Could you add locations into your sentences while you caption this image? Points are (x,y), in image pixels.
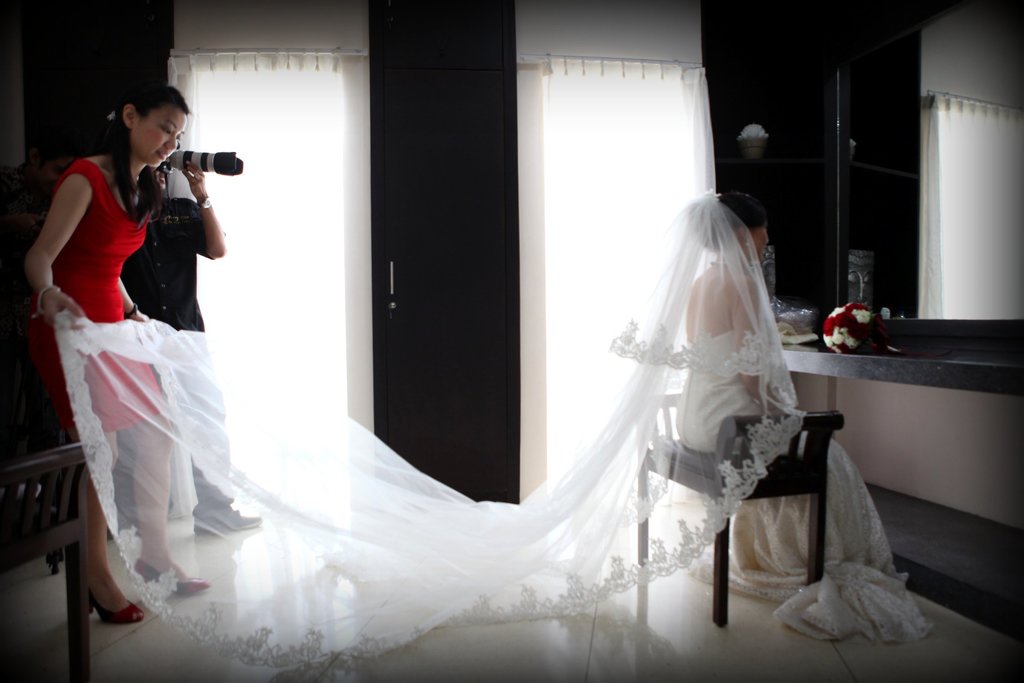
In this picture we can see two persons (174,307) are standing on the left side (149,269), on the right side (735,405) there is a woman (760,401) sitting on a chair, there is a flower bouquet (879,342) in front of her, a person (171,295) in the background (177,276) is holding a camera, on the left side (71,504) there is another chair (48,456), in the background (346,226) we can see curtains (611,188), there is a mirror (958,157) on the right side (956,182).
